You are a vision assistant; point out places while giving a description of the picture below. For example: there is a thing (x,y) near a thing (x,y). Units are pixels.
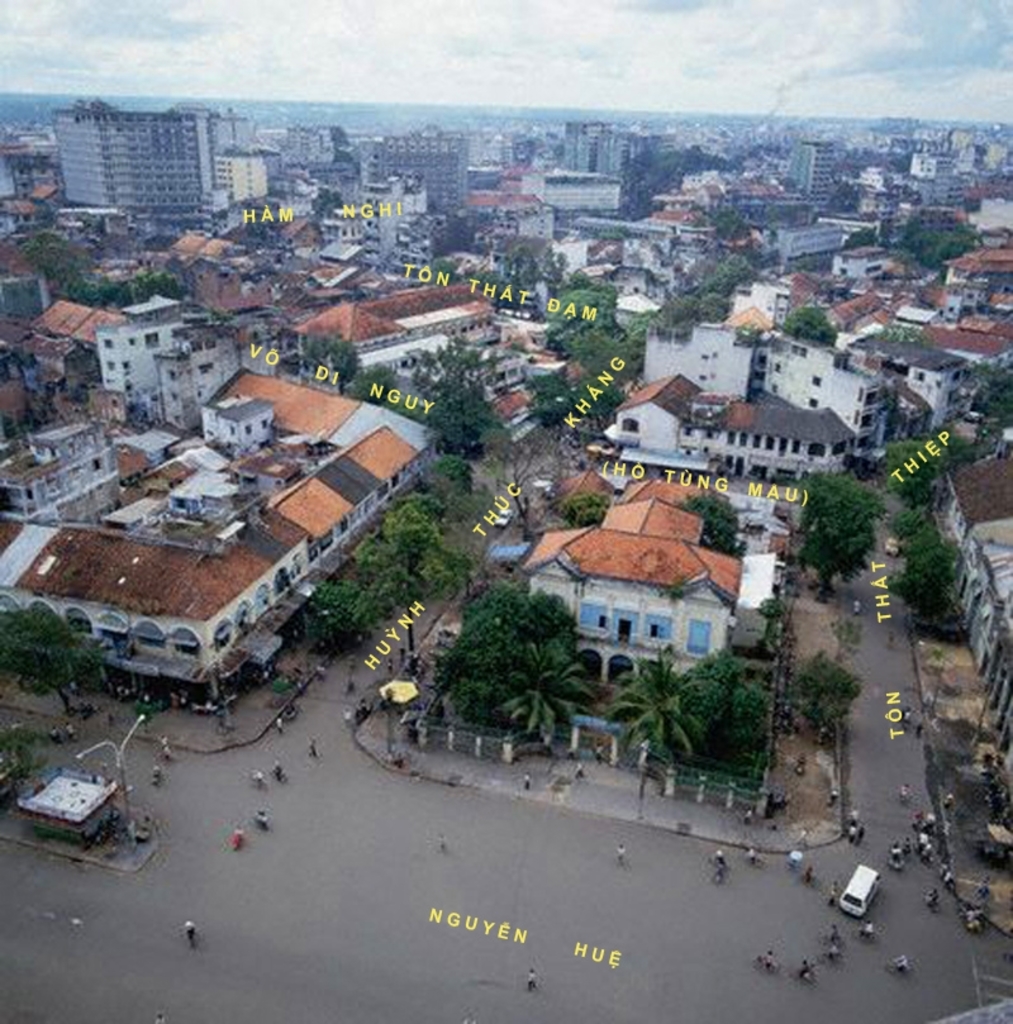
In the image there are so many buildings (72,149), trees (1,752) and people (953,798) on the road (262,913) also there is a some text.
